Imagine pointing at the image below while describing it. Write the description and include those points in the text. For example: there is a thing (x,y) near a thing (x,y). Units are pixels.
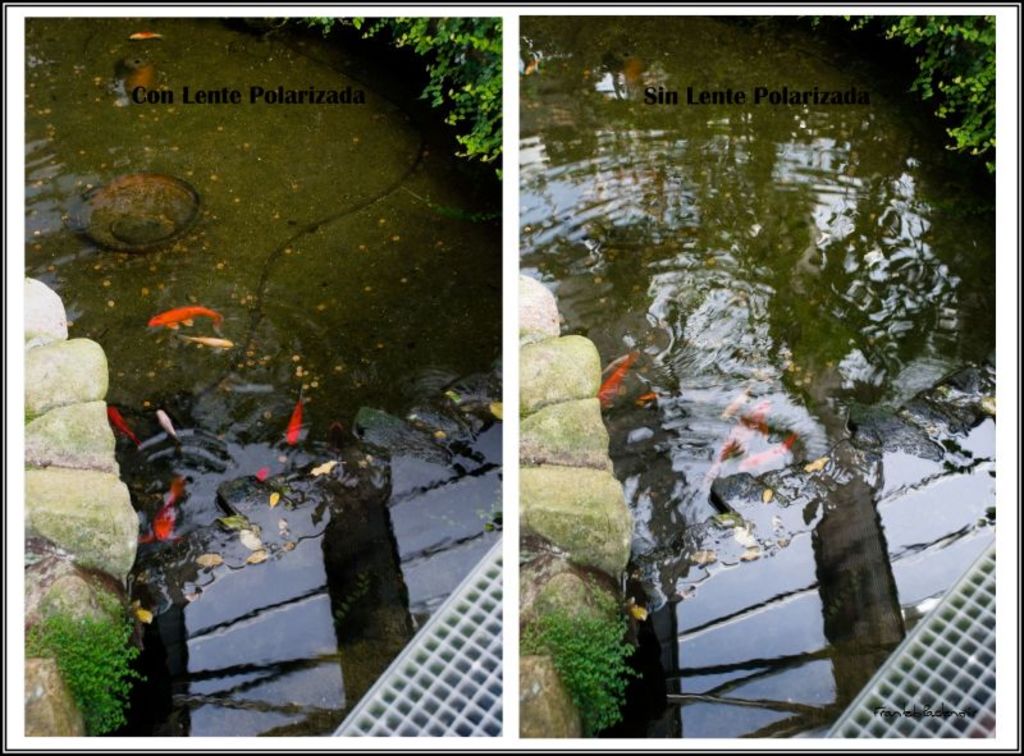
In this image we can see the rocks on the left side of the image (66,618), water (450,301) in the middle (385,266) and at the top right hand corner (918,31) we can see the plant (501,76).
